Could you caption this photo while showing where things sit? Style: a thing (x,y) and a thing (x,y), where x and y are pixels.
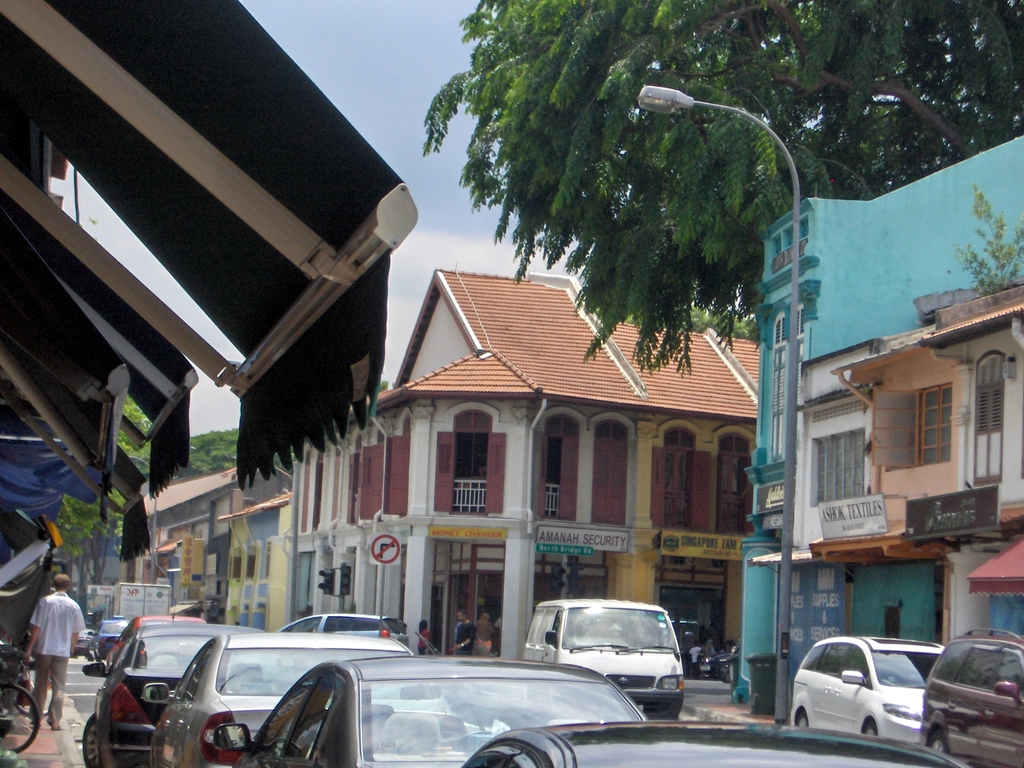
There are few buildings (731,474) in the image, there is street light (788,499) and a tree (722,99), a person (63,624) is standing left most of the image (58,634) and two persons (469,635) are standing center of the image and talking to each other.
